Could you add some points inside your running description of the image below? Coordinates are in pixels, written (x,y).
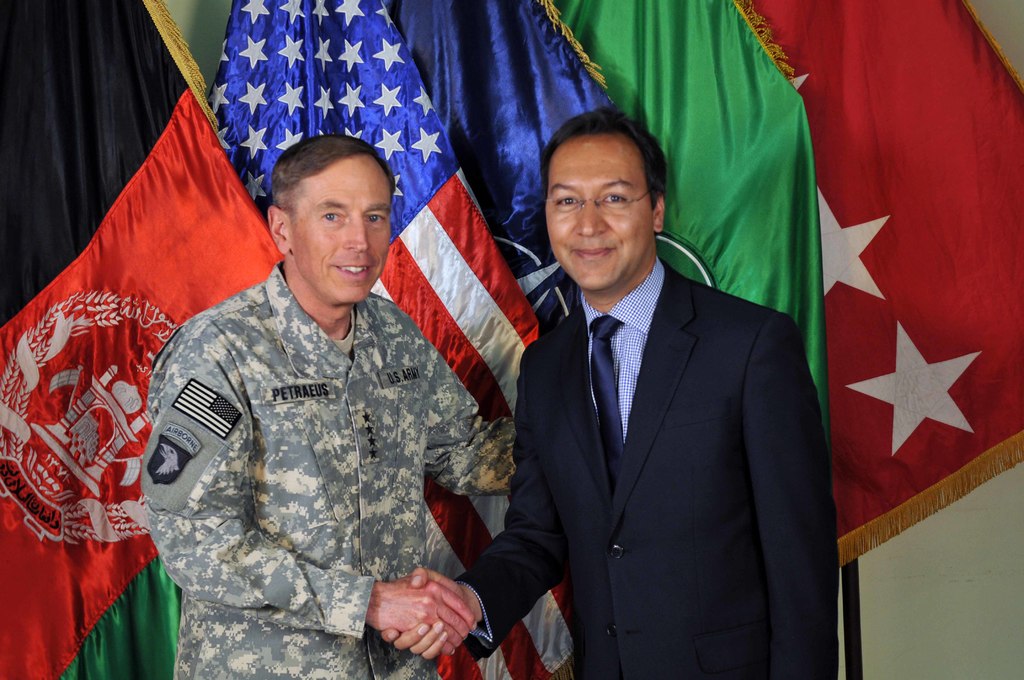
In the middle of the image (360,446) two persons (594,175) are standing and smiling. Behind them there are some flags (936,398). Behind the flags (495,258) there is wall (925,620).
